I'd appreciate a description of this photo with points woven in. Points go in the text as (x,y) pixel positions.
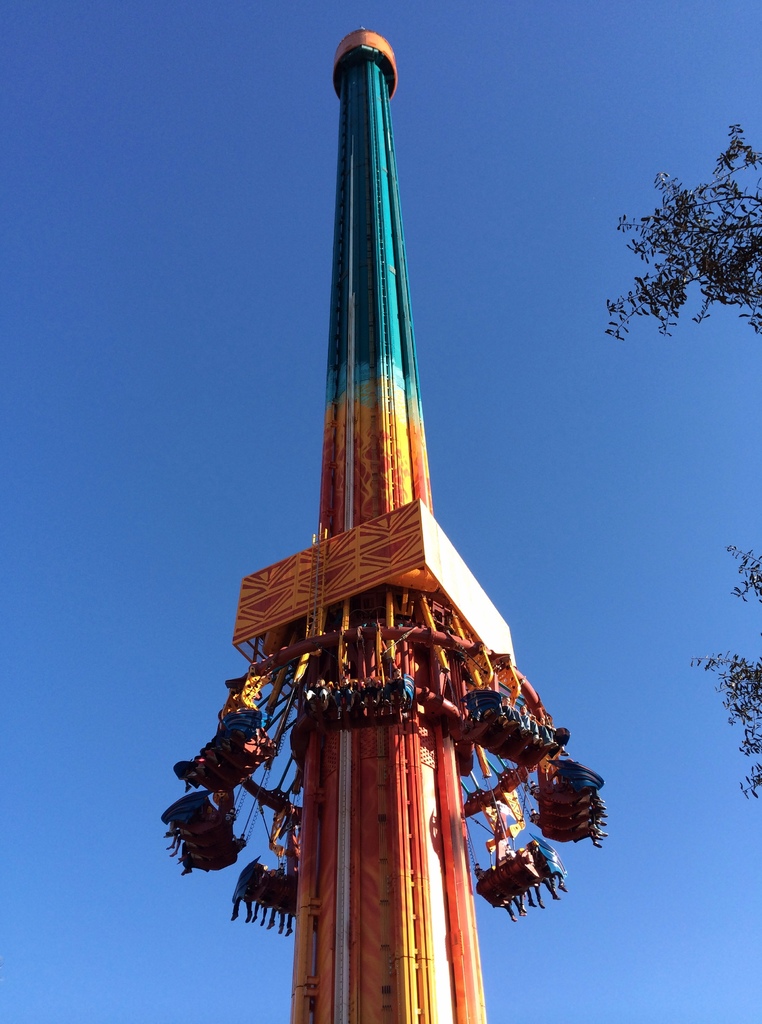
In this image, in the middle (432,552), we can see a drop tower ride (389,743), in the drop tower ride (357,833), we can see a group of people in it. On the right side (761,610), we can see a tree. In the background (300,513), we can see a sky (437,471) which is in blue color.
